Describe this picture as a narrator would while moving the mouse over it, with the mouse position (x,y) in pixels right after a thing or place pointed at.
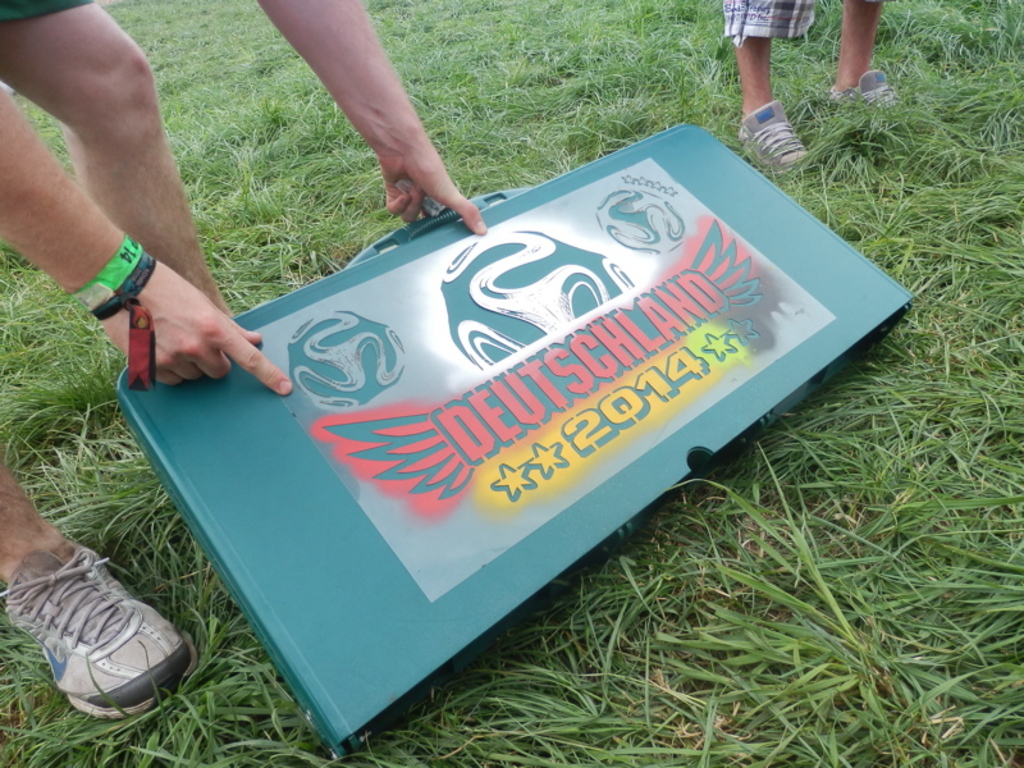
This picture is clicked outside. In the foreground (318,550) we can see a board like object (350,412) containing the text (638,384), numbers (666,384) and the depictions (526,320) of some objects (424,480). On the left (46,55) there is a person (63,249) standing, bending forward and holding the board (438,228). On the right (751,66) we can see another person (763,56) seems to be standing on the ground (854,125), the ground (850,110) is covered with the green grass (1023,537).
